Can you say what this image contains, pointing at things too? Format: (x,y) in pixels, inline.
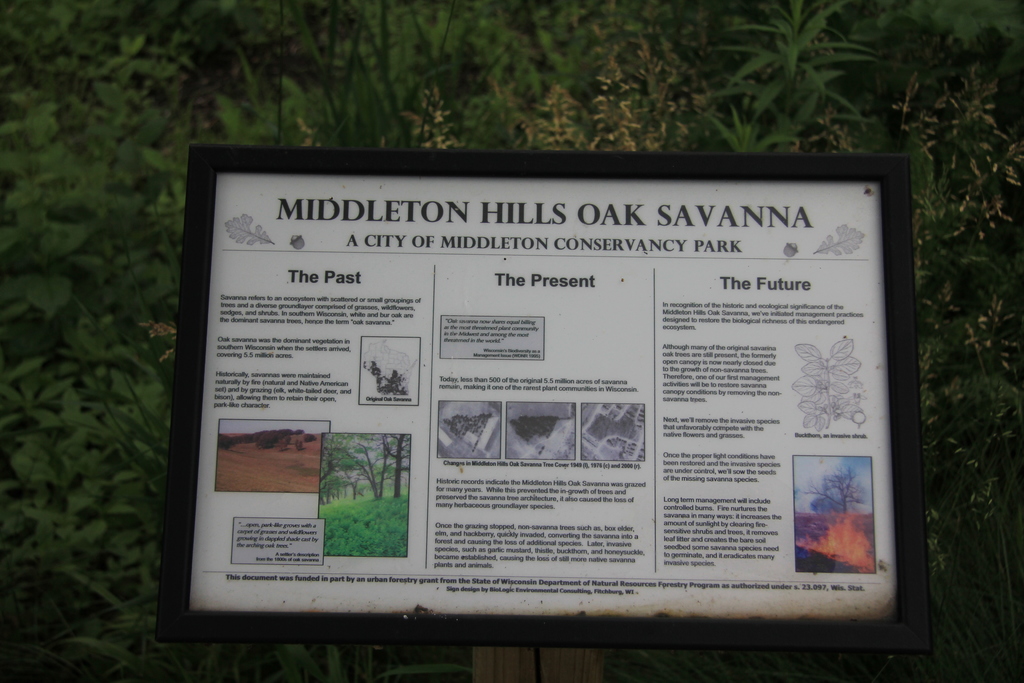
In the middle of this image (375,382), there is a poster (373,488) having images (451,452) and black color texts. This poster (716,228) is in a frame (558,633) and is attached to a pole (507,657). In the background (834,20), there are trees (494,24).
